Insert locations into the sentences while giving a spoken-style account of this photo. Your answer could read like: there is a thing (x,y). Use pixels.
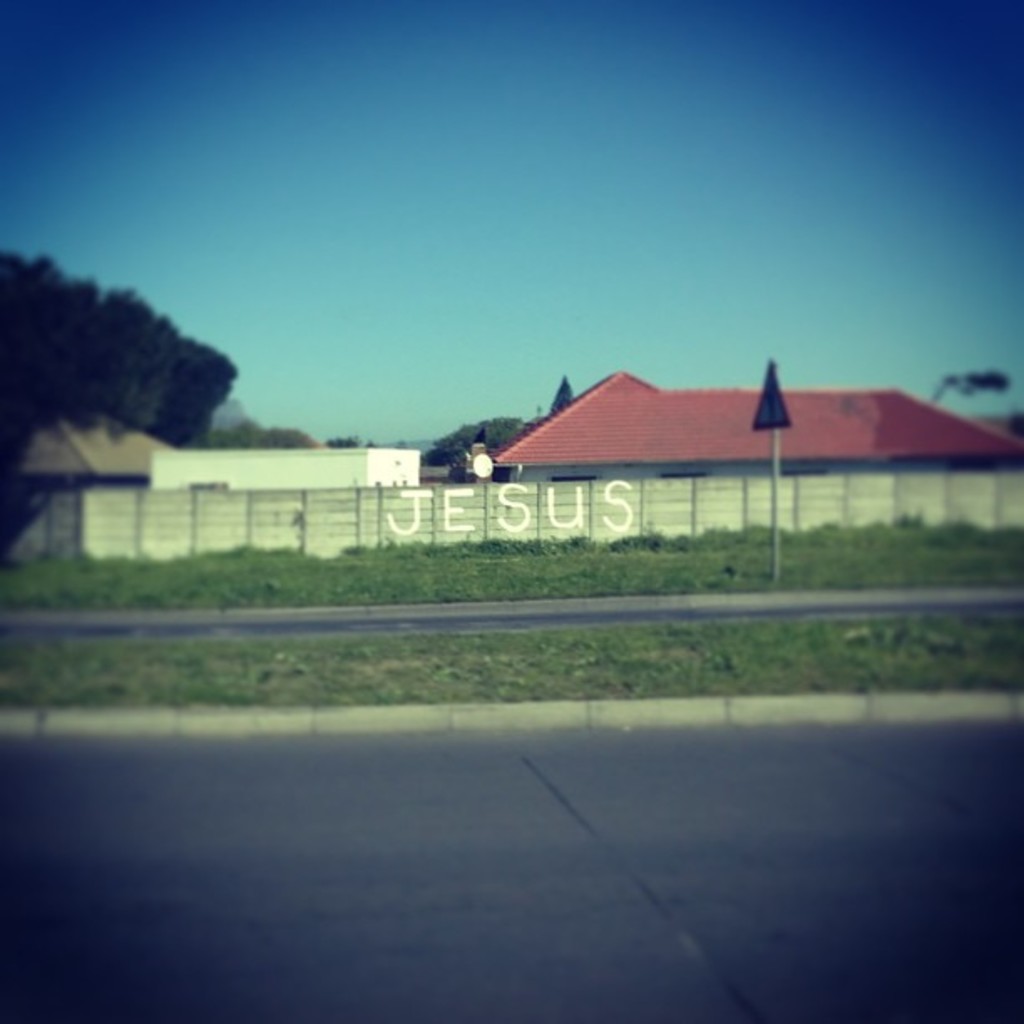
In this image, we can see houses (1021,437), trees (121,424), walls (645,528), plants (686,673), roads (886,857), pole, board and sky (578,299). In the image, we can see some text (459,525).
